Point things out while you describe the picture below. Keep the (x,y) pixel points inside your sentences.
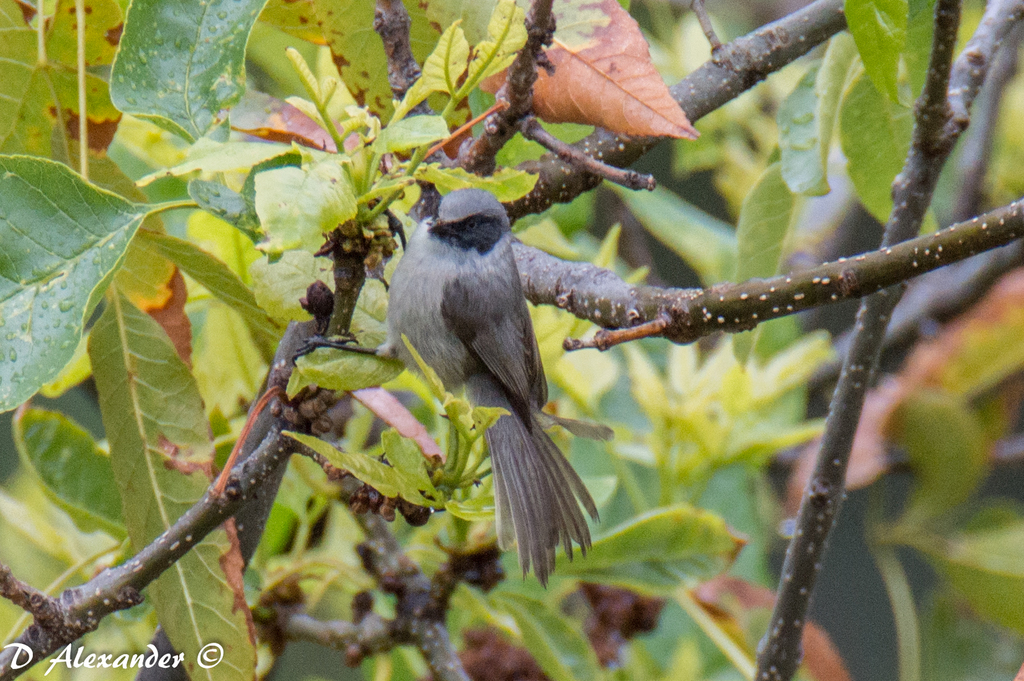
In this image, we can see a bird (452,355) sitting on the stick (36,598) and there are some green leaves (217,449).
